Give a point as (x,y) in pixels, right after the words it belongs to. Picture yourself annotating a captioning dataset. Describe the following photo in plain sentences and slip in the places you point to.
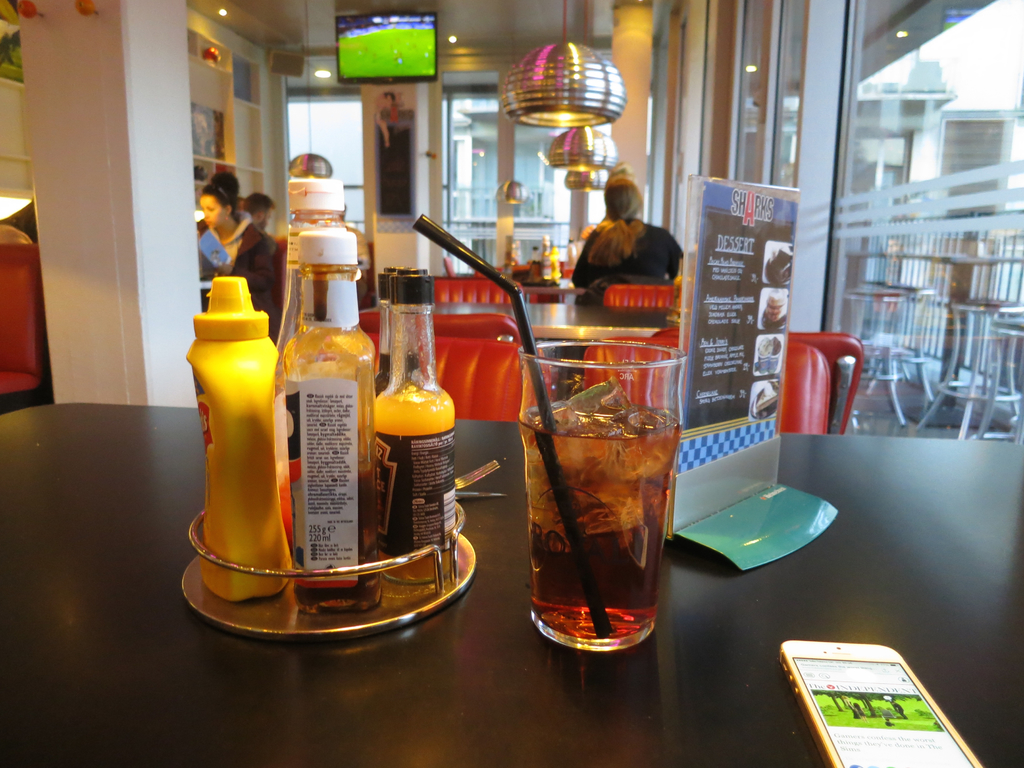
The picture is clicked in a restaurant (388,184) where food eatables (448,503) are kept on top of a table (693,681) and there is a menu card (738,307) on top of a table (693,699).
